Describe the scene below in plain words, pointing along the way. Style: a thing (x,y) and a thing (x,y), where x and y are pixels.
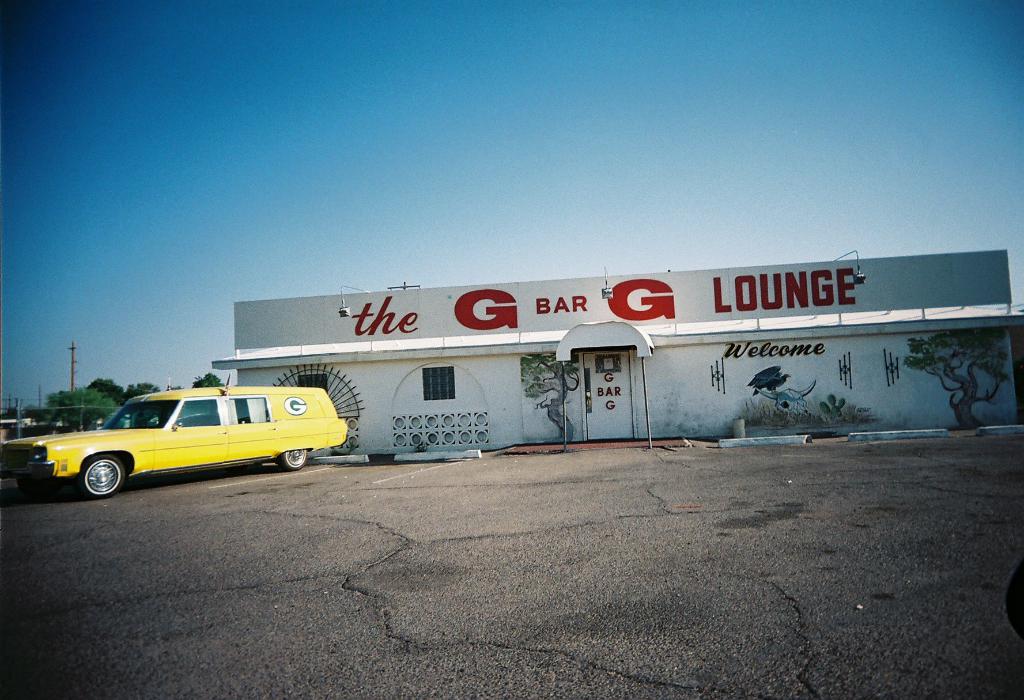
In the foreground of this image (409,618), on the bottom (421,635), there is the road (626,617). In the middle (412,398), there is a vehicle (146,452) and the building (518,402). In the background (77,404), there are trees (57,401), few poles (74,362) and the sky (462,174).
